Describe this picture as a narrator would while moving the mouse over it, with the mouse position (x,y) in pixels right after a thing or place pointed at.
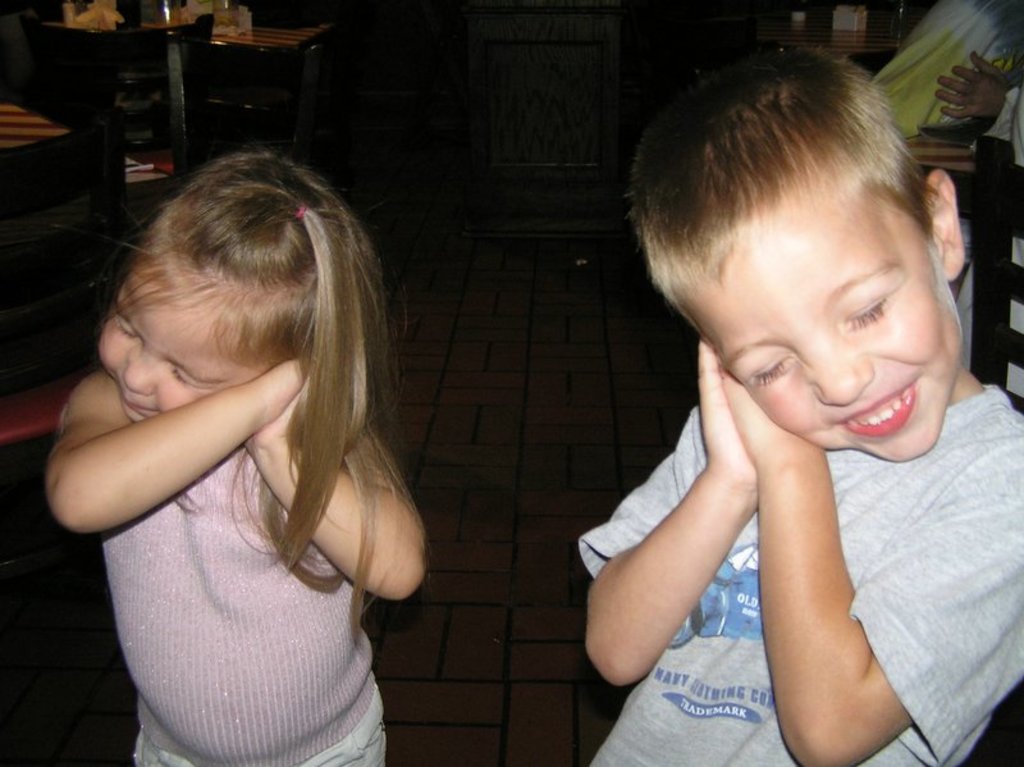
This is the picture of two kids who are standing and behind there are some table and some chairs (307,133).
